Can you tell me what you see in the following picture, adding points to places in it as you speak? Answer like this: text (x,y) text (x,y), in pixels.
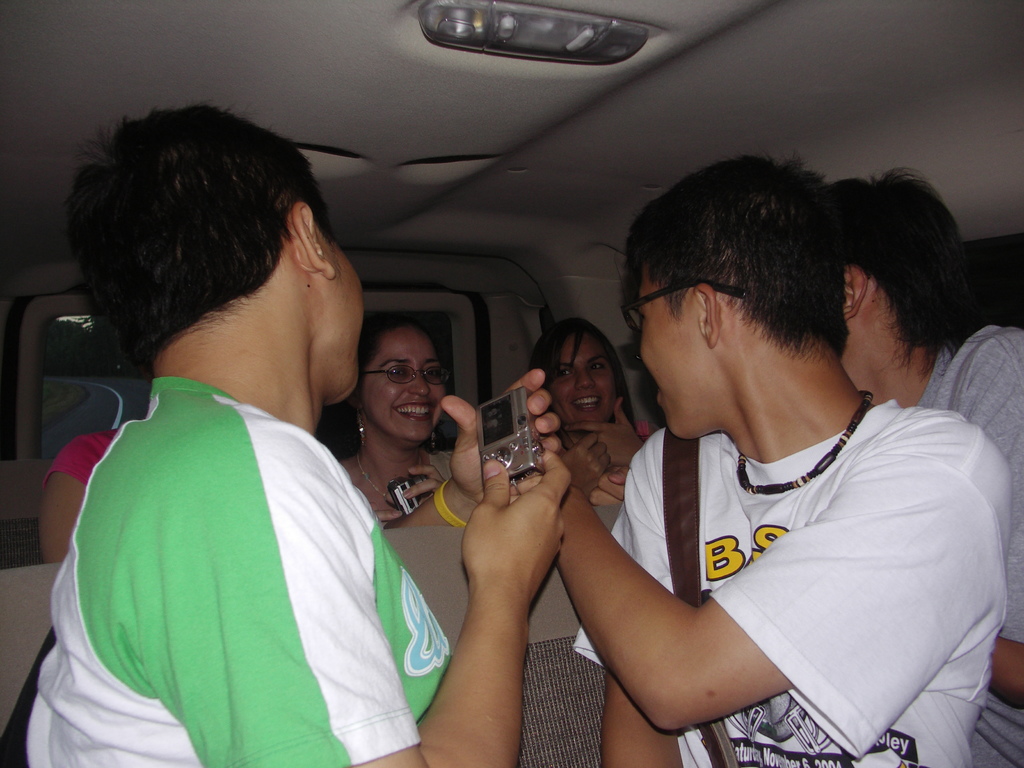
In this image I can see a person (215,537) wearing green and white t shirt (272,573) is sitting and holding a camera (491,445) in his hands (525,509) and I can see few other persons (756,510) sitting on seats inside the vehicle (502,80). To the top of the image (511,166) I can see the top of the vehicle (517,133) which is grey in color and a light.
